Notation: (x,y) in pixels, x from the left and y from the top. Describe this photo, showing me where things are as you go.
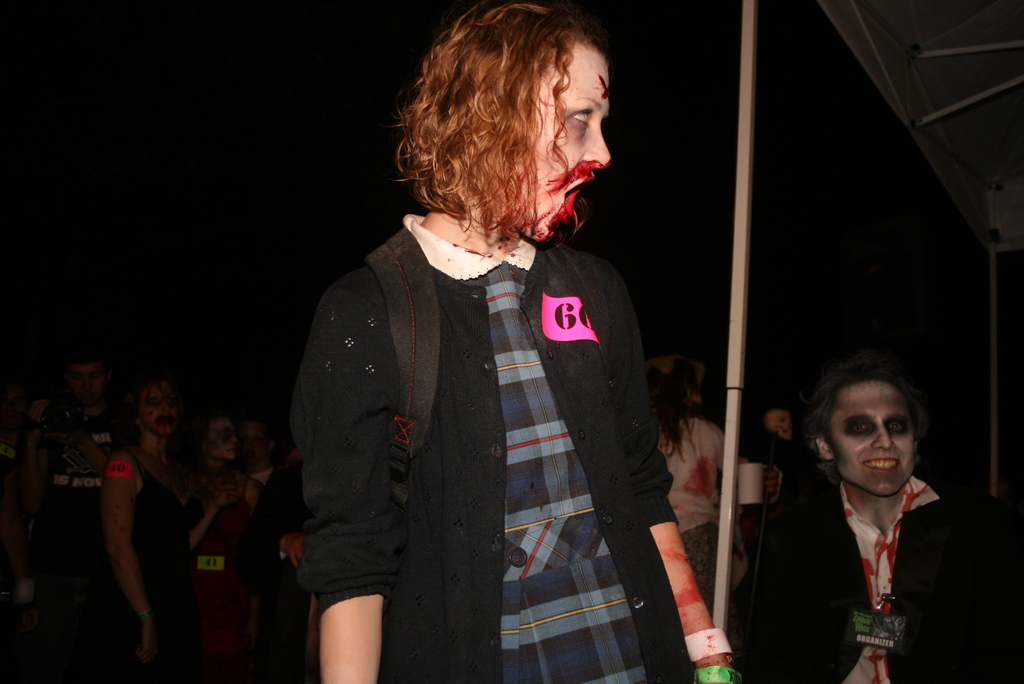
In the picture I can see a person (629,369) in the middle (463,302) and the person (521,363) is carrying a bag (429,367) on the back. In the picture I can see a few persons (198,475) with zombie makeup (586,182). It is looking like a metal shed (884,44) on the top right side of the picture (911,40).
